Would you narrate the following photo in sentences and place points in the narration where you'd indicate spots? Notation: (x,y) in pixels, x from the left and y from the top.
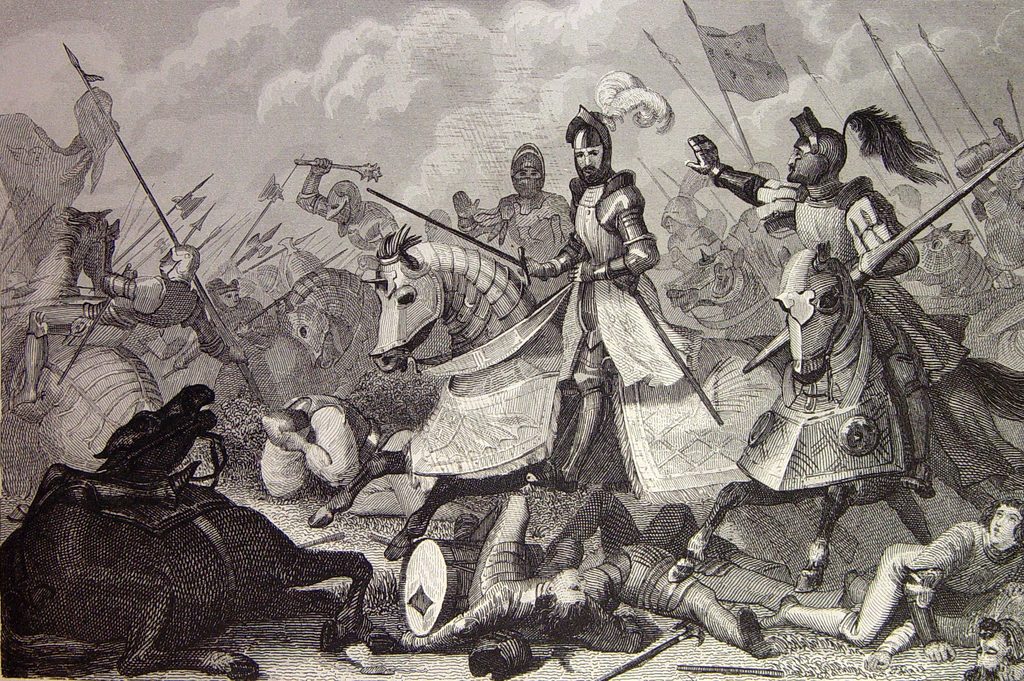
In this image I can see a sketch (505,332) of horses (428,369) and people (250,341) sitting on horses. These people (519,248) are holding objects (287,294) in their hands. I can also see sketch (310,87) of the sky (376,108).
